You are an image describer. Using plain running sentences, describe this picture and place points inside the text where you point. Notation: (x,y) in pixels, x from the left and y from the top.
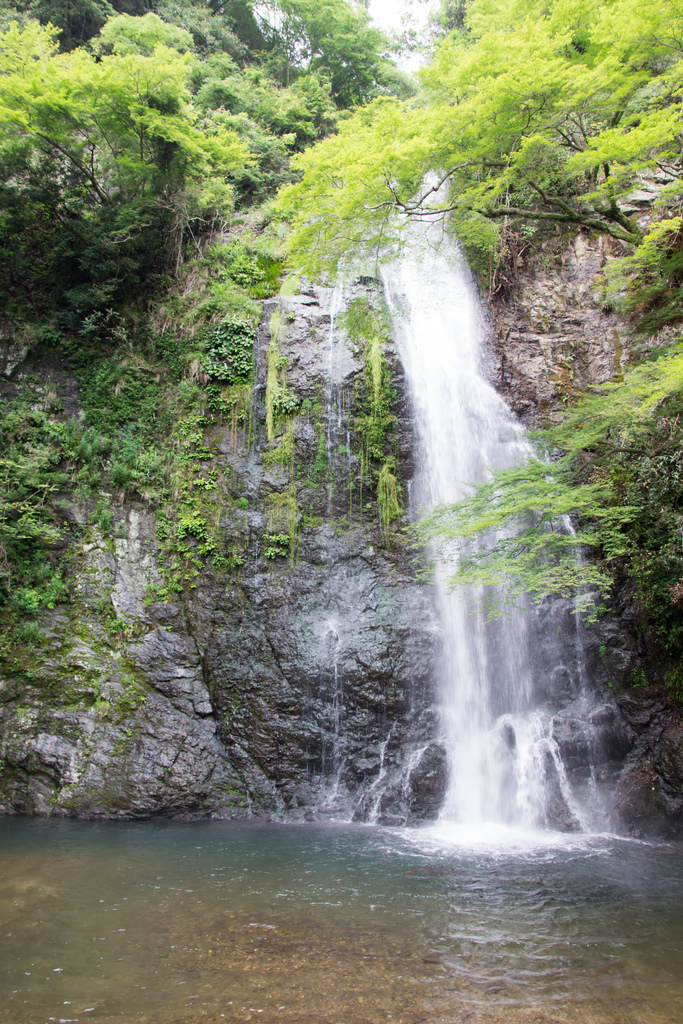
In this image we can see some trees (125,66), grass (96,704) and the waterfall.
